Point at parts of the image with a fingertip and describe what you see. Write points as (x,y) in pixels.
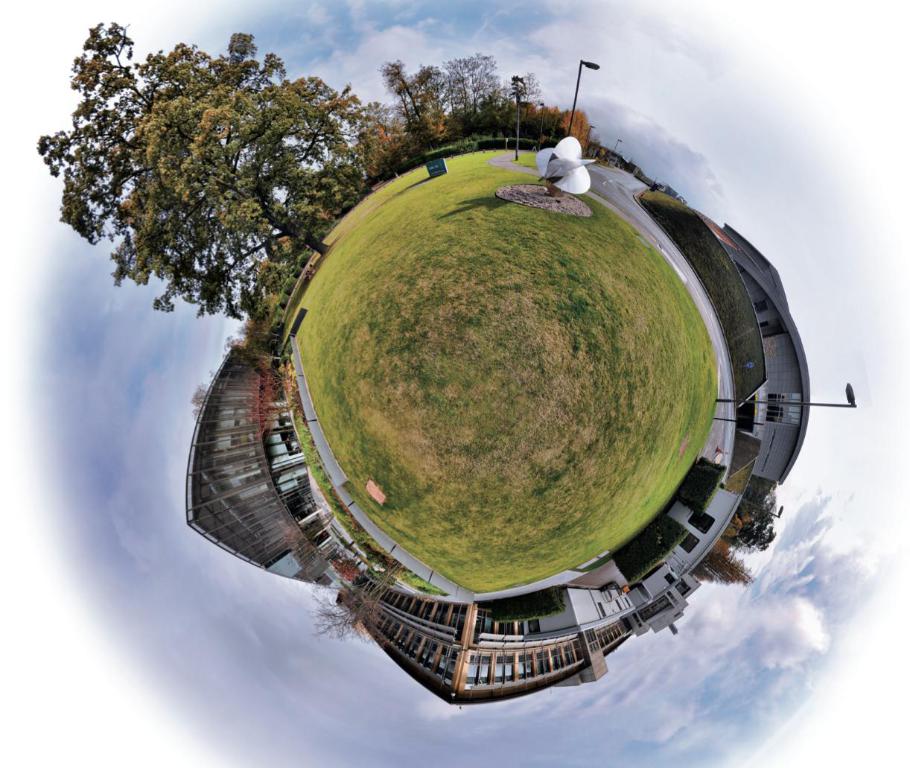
It is a 360 degrees picture. There are many buildings (217,425), trees (266,229) and there is a sculpture (550,193) in the garden (474,380) in front of the buildings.
